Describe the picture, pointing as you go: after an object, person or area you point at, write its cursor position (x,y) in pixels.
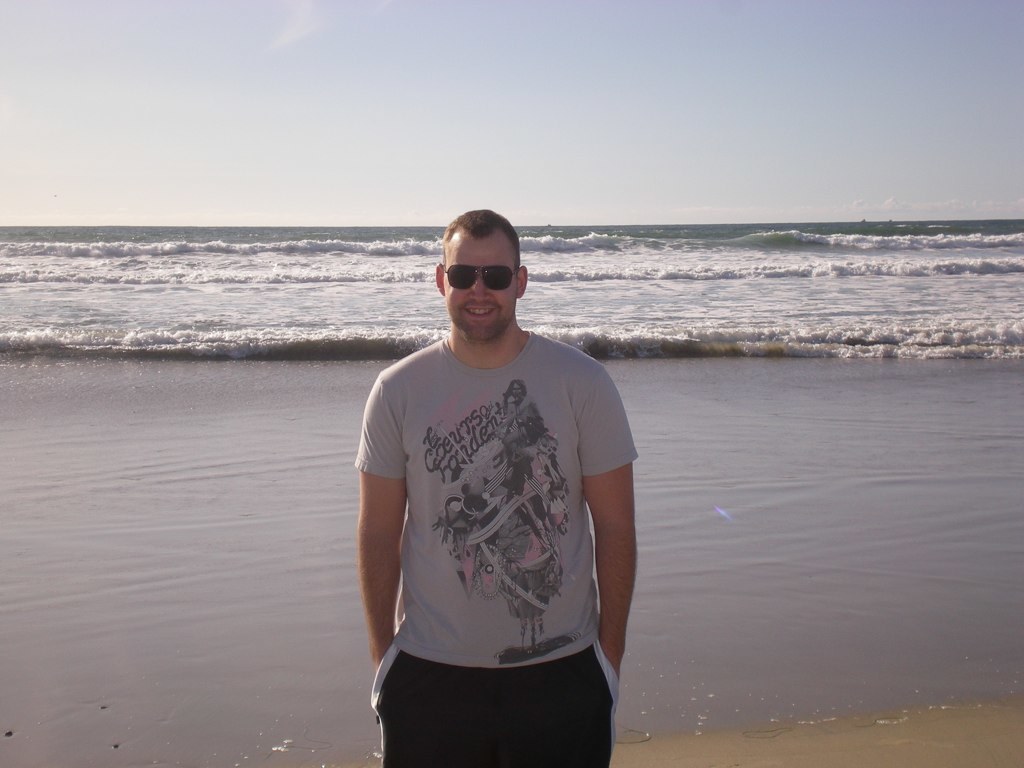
In this image, we can see a person (473,642) is standing and smiling. He is wearing goggles (460,284). Background (121,314) we can see water waves (599,335) and sky (610,130).
